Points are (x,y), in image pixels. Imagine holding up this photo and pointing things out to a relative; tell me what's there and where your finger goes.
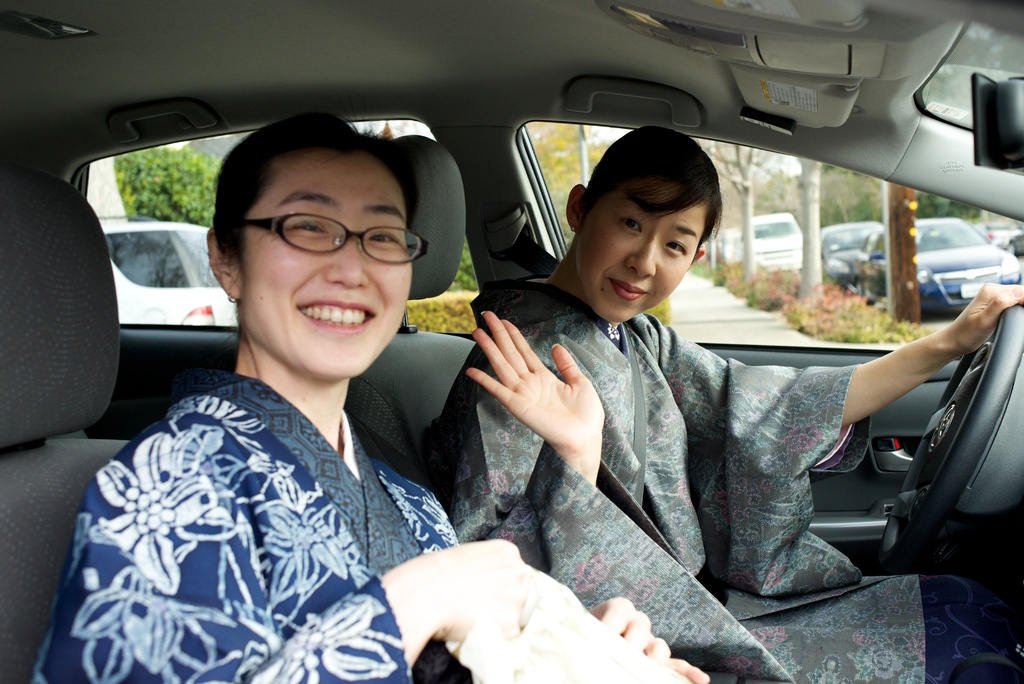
In this picture we see two women (63,661) with the smile (342,324) on their face (633,309) travelling in a car (5,610) and we see few cars (977,265) parked along.
